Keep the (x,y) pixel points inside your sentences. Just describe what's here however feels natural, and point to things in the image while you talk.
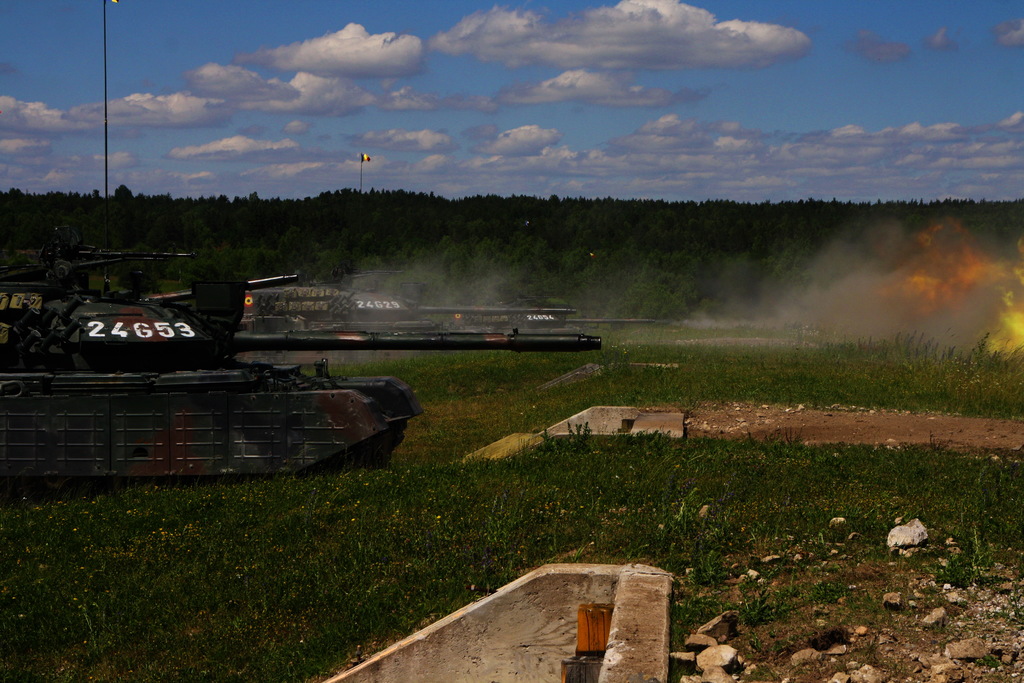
In this picture there are vehicles (372,304) and there are trees (576,303) and flags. On the right side of the image (982,291) there is fire (924,302). At the top (499,76) there is sky (499,76) and there are clouds (679,101). At the bottom (273,601) there is grass (666,517) and there are stones (996,593).
